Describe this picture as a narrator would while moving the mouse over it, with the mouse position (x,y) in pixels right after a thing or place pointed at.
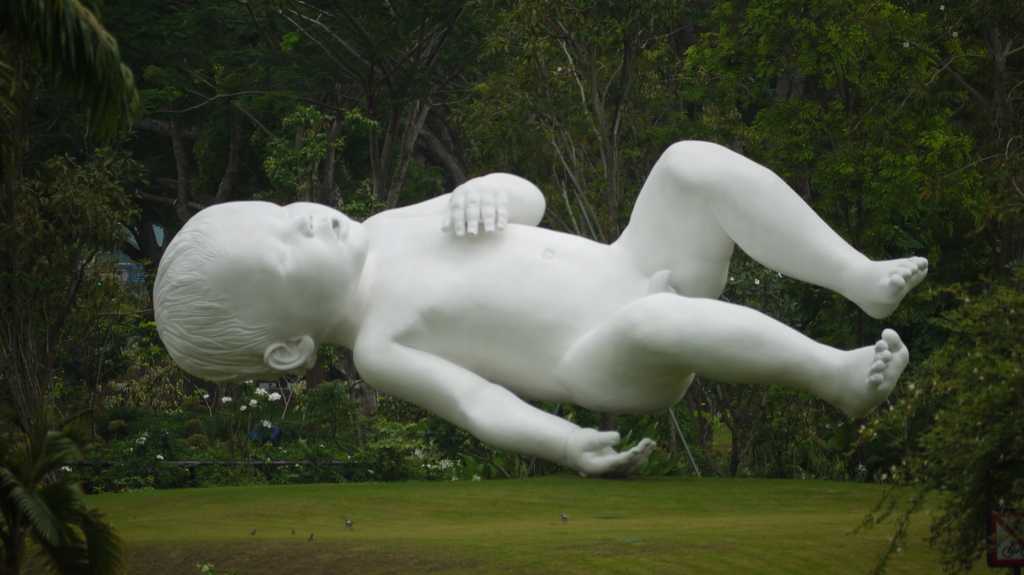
In this picture there is a statue (519,406) of a baby (743,374). At the back (755,387) there are trees (771,387) and there are flowers (255,403) and there is a railing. At the bottom (514,538) there is grass (497,523).
